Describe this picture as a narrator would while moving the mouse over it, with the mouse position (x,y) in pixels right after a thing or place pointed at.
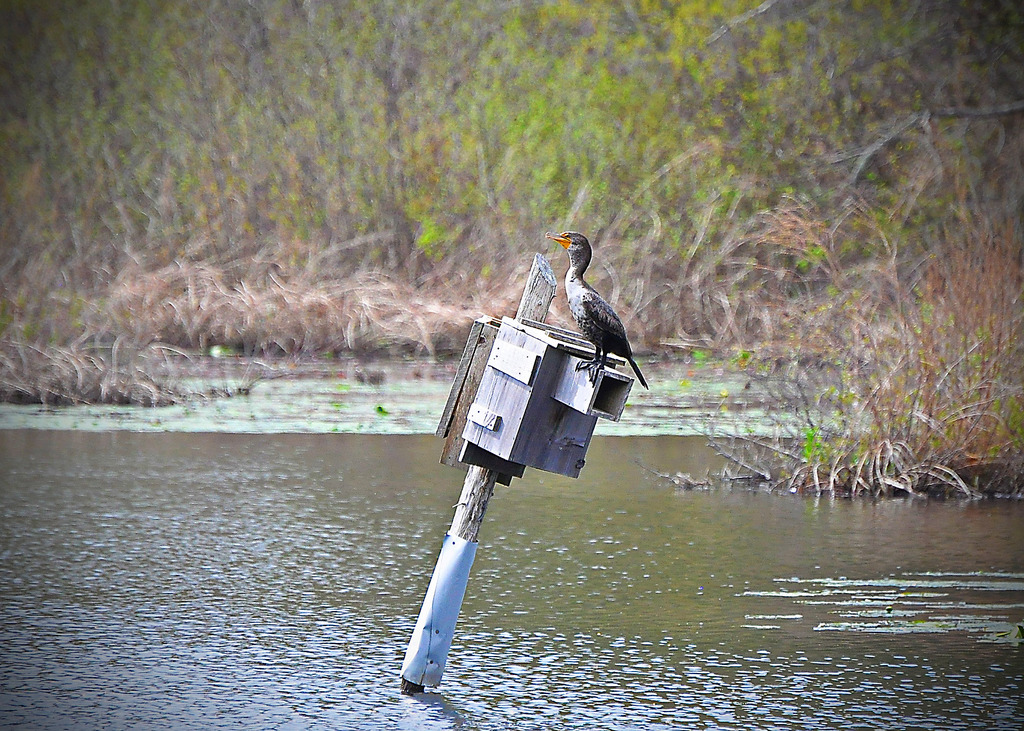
At the bottom of the image (260,602) there is water (454,676). In the middle of the water (454,676) there is a pole (448,618) with board (555,359). And also there is a bird (574,299) is standing on the board (556,326). There is a blur image in the background (259,333) with trees (225,283).
